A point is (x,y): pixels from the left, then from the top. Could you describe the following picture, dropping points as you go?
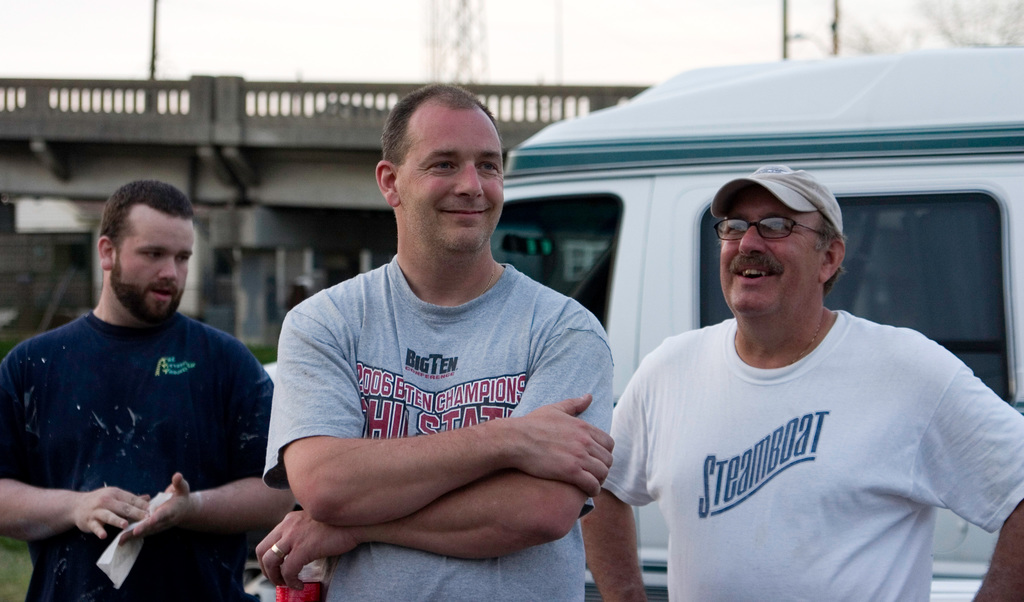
In this picture I can see there are three persons (838,517) standing here and the person (854,524) on the right side (883,527) is wearing a white color shirt (858,498) and a cap (758,184) and the person (422,384) in middle (418,380) is wearing a grey shirt (385,376) and the person (140,405) on to left (159,382) is wearing a blue shirt (129,396) and in the backdrop (576,267) there is a van (617,264) and a bridge (272,134) and the sky (176,42) is clear.
